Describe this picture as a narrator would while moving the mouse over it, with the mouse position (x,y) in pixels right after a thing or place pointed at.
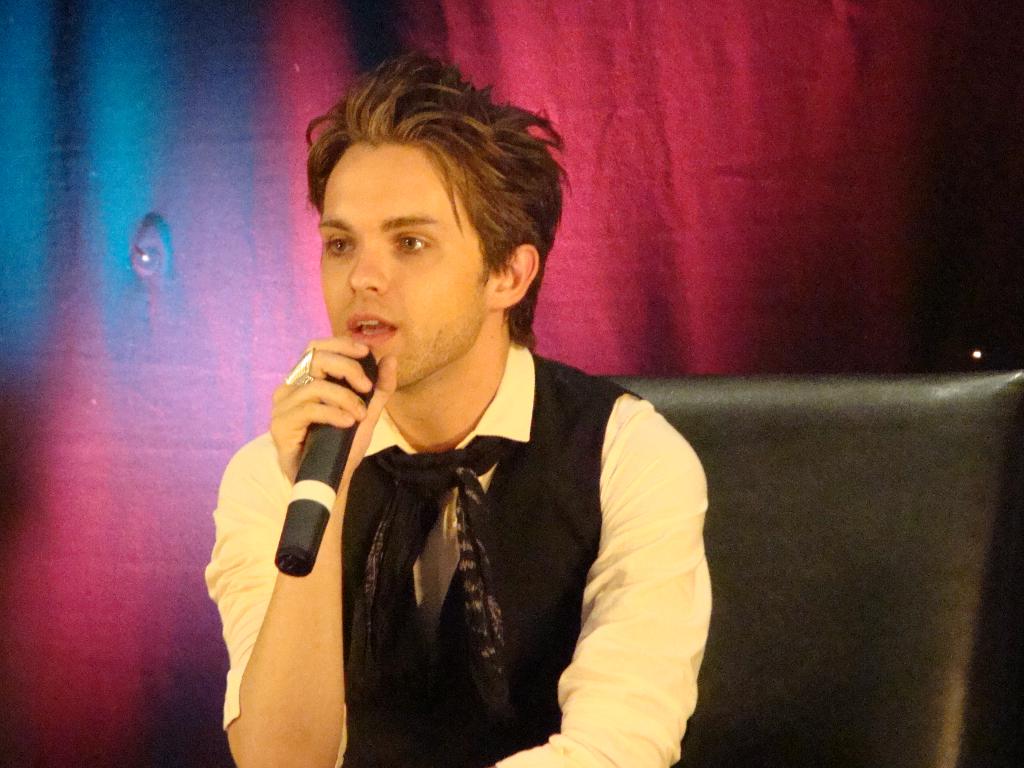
This is the man (509,630) sitting on the chair (722,609) and holding a mike (348,442). He wore a suit (495,528), scarf (473,502) and a shirt (670,502). This looks like a curtain (675,204), which is hanging.
